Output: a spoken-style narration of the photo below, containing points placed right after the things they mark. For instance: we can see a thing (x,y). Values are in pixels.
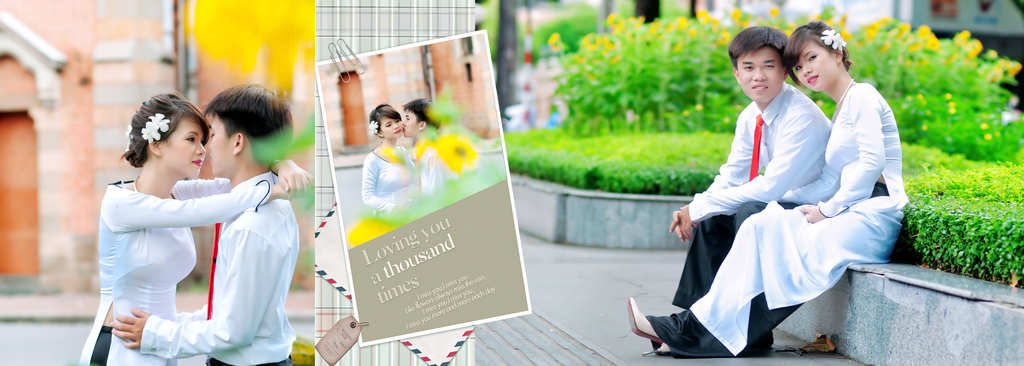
This is an edited image, in these pictures we can see same people (800,155) and we can see plants (668,123), flowers (622,42) and tag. In the background (508,39) it is blur.
